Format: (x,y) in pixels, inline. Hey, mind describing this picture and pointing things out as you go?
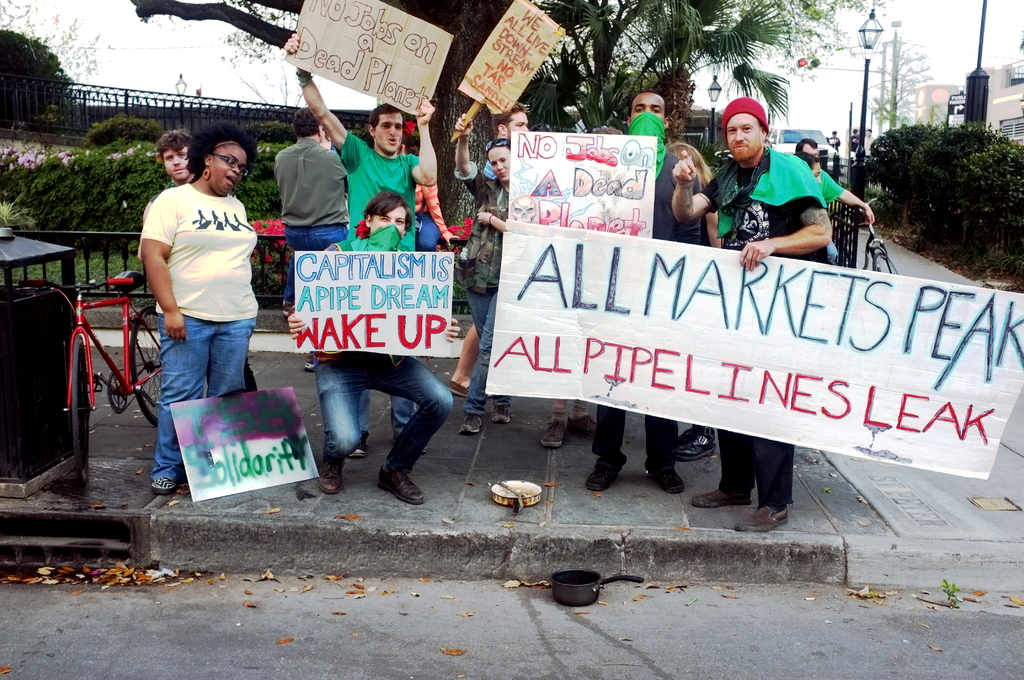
This image is clicked outside. There are so many persons (415,406) in the middle (496,407). They are holding some boards (292,447). There is a cycle (102,344) on the left side (106,379) and right side. There are bushes (3,53) and trees (474,129) in the middle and top. There are lights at the top (713,99). There is sky (697,87) at the top (208,82).
